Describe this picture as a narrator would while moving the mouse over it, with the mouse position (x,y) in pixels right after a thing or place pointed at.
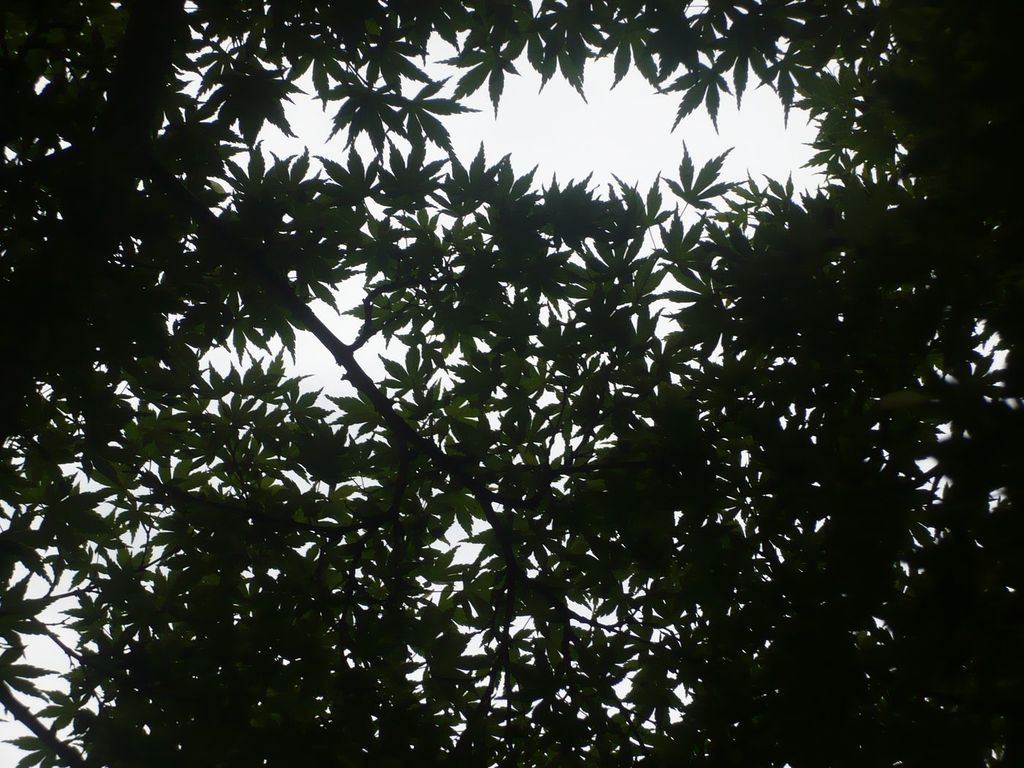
In this picture we can see leaves (605,406), branches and we can see sky (545,381) in the background (117,514).
